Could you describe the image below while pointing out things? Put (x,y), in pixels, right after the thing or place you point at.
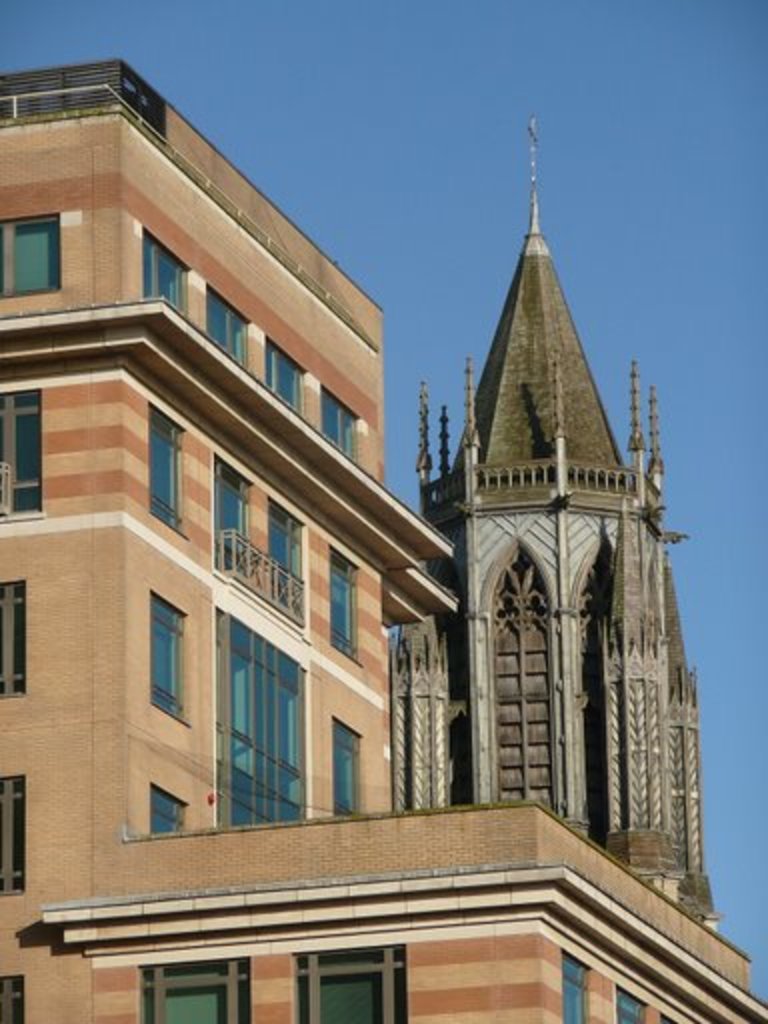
In this image we can see a building (474,930) and also the tower (614,631). Sky (665,353) is also visible.
